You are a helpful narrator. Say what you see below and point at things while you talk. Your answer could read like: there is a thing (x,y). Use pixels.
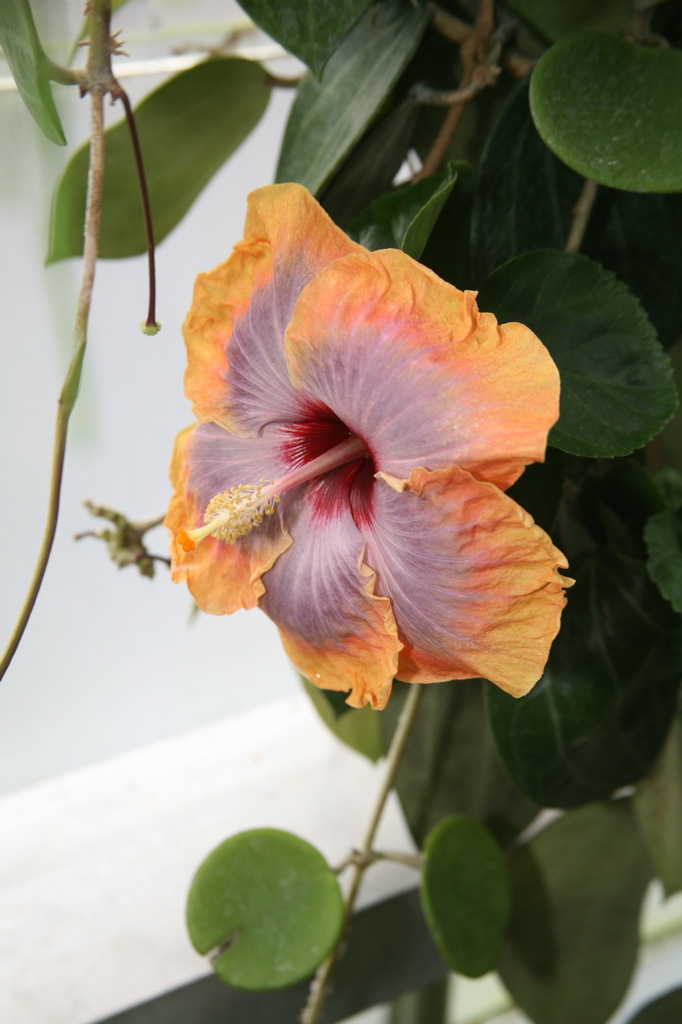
In this picture I can see a plant (519,287) with a hibiscus flower (234,530), and there is white background (17,483).
